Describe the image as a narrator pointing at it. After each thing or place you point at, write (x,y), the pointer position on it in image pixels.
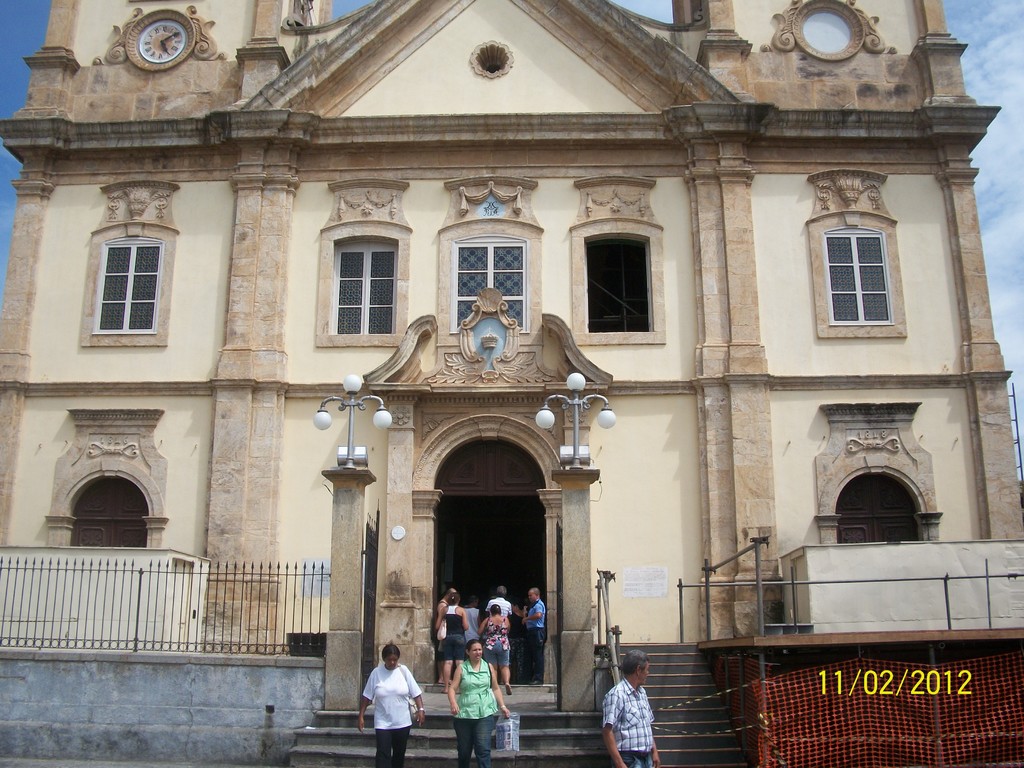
In this image in the center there are persons (439,624) standing and walking. In the background (527,486) there is a building (341,345) and in front of the building (229,549) there is a fence (171,600) and on the left side (172,43) on the top (155,63) of the building (150,75) there is a clock (163,53) and the sky (995,154) is cloudy.
